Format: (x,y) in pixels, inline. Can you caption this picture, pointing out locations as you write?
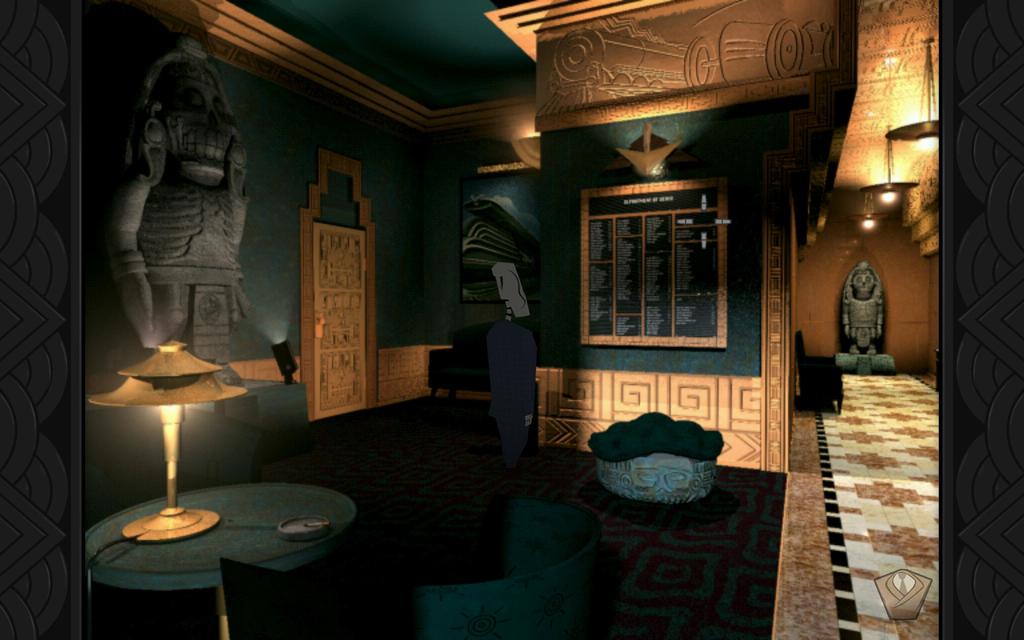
In this image we can see a table lamp (153,397) on a table (248,538) on the left side (164,388). On the wall (298,179) there is a sculpture (222,233). In the back (613,343) there is a board (643,248) with something written on that. Also there are chairs (523,569). In the back (807,388) there is a chair (804,376) and there is a sculpture (866,277) on the wall (852,267). On the ceiling (871,120) there are lights (917,131). Also there is a photo frame (488,233) on the wall (387,243). And there is a sofa (455,347). And this is looking like an animated image. And there is a pot (668,471) with something on that.
